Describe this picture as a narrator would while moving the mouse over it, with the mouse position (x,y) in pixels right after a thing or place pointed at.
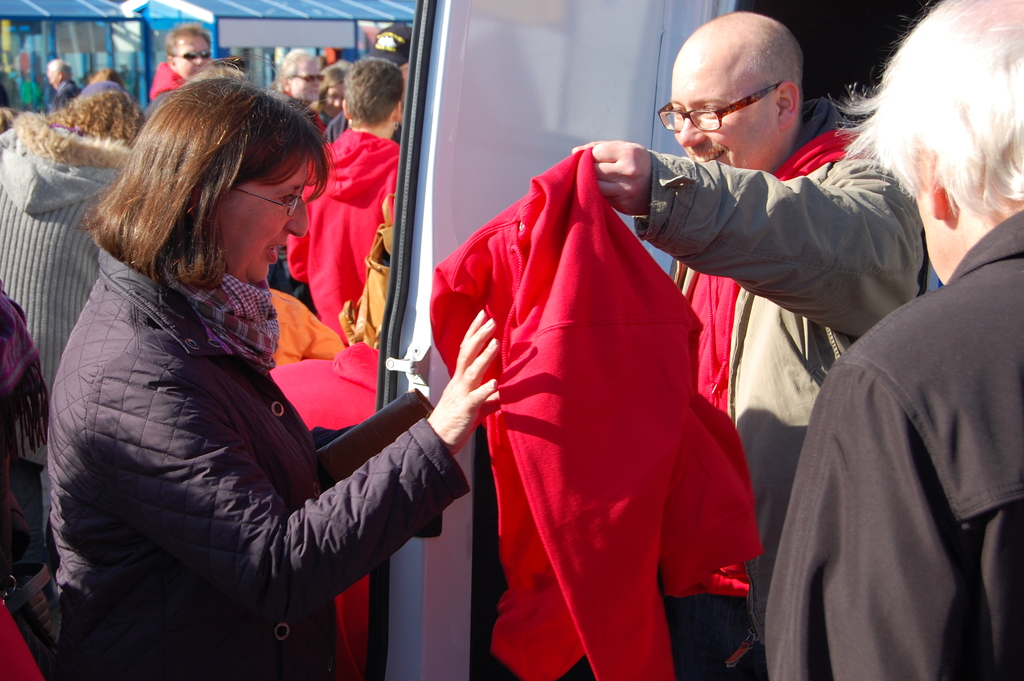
In this picture we can see a person (713,103) wearing a spectacle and holding a jacket (612,463). We can see a few people (22,288) and some objects (341,57) in the background (164,49).
